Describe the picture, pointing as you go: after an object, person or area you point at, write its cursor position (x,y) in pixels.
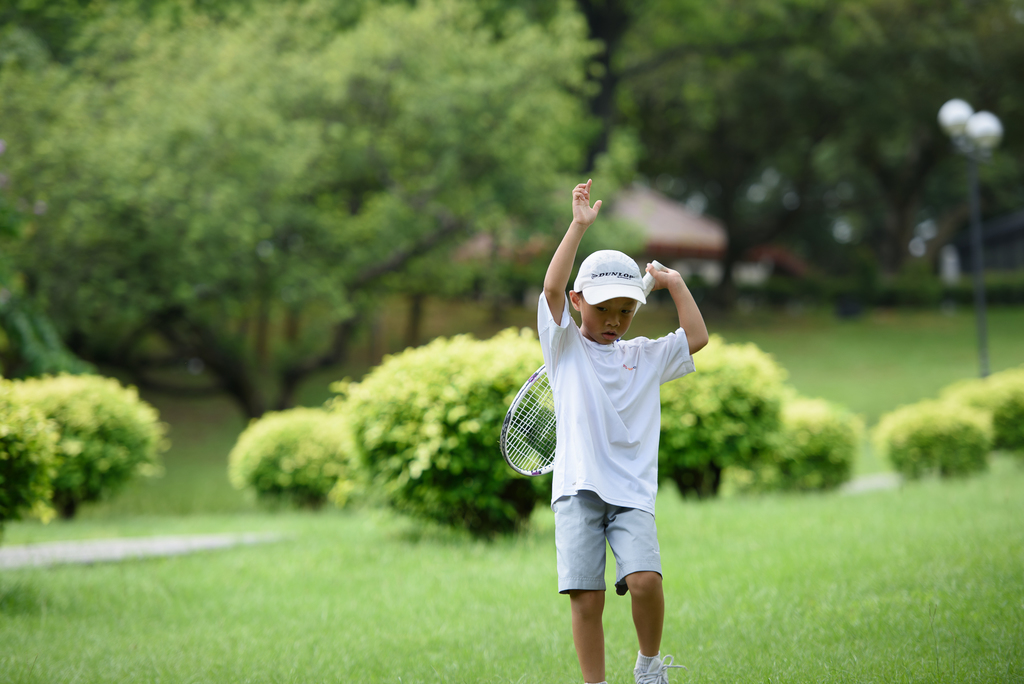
In this image, we can see a kid (594,312) wearing a T-shirt (571,362) and shorts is holding a shuttle racket (525,445). We can see the ground (198,608). We can see some grass (241,648), plants (431,447) and a few trees (389,185). We can also see some houses (655,215) and a pole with lights (993,128).
